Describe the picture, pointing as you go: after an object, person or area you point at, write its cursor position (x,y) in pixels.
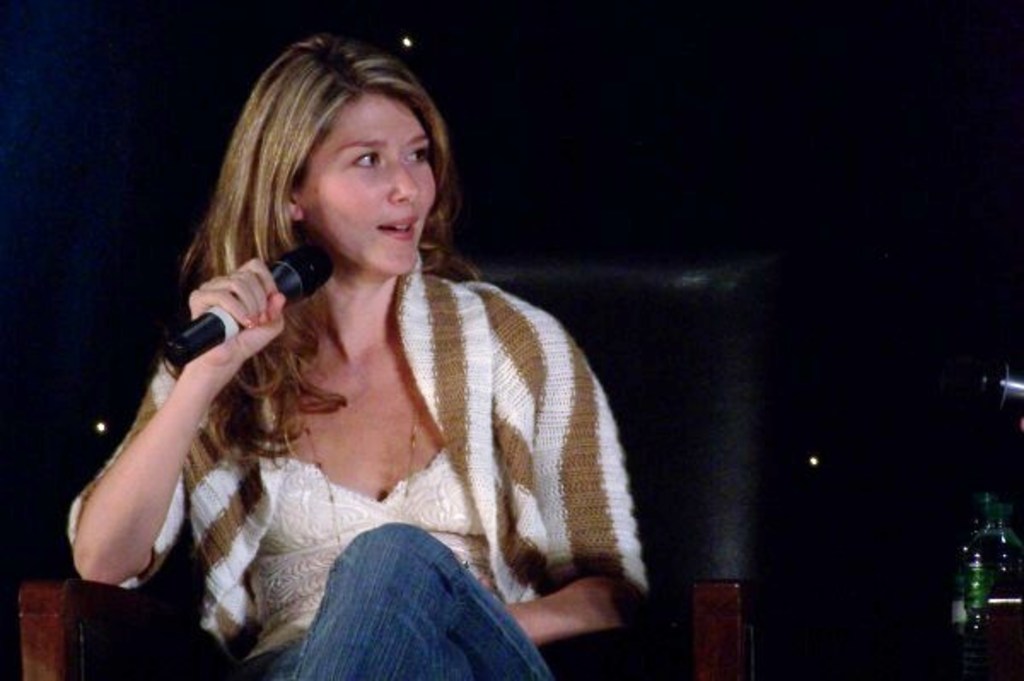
In this image the woman (475,405) is sitting on the chair (653,471) and holding a mic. There is a bottle (990,504).
